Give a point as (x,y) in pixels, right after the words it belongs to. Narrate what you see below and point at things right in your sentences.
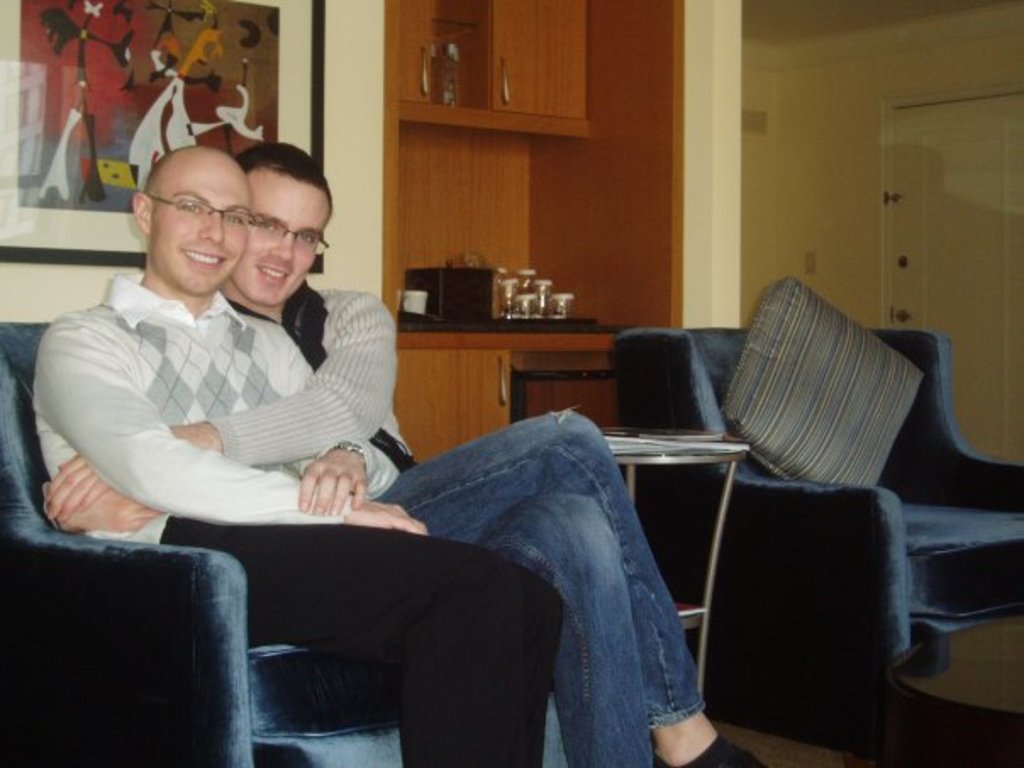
In this picture we can see two men (268,322) wore spectacle (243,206) and they are smiling and sitting on chair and beside to them we can see glasses (523,276), cup (424,309) on table (473,334), pillow (762,382) on sofa (670,403) and we have wall (860,202), door (909,276), frame (128,133).
